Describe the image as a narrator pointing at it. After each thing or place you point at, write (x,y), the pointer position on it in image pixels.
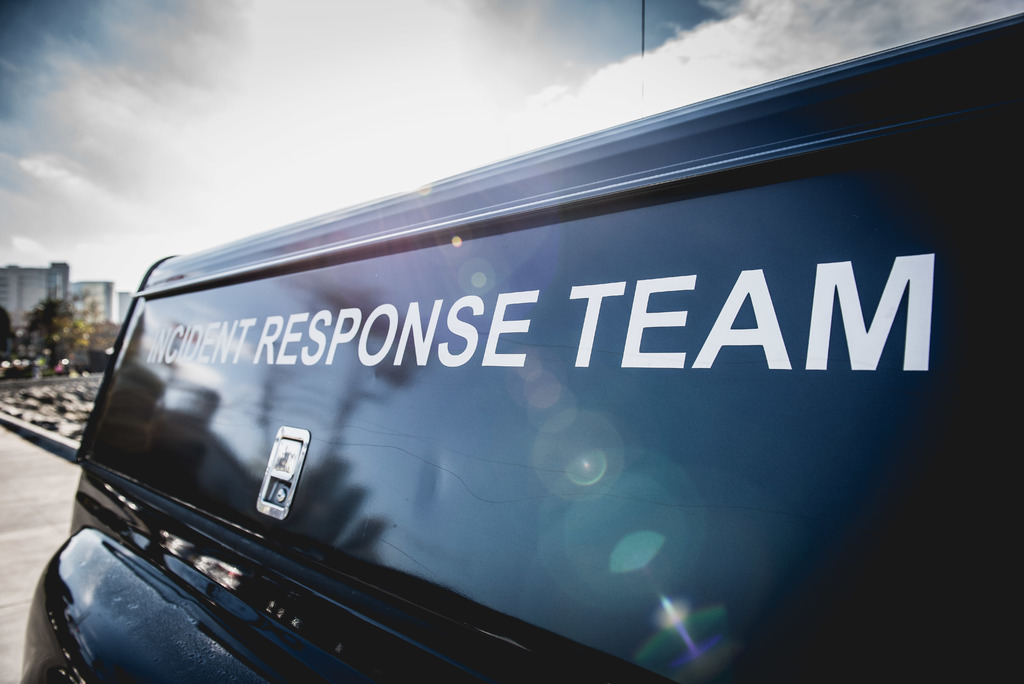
In this image we can see a vehicle (278,320) and in the background (56,304), we can see some buildings (44,293), trees (49,310) and sky (740,41) with clouds (65,192).
